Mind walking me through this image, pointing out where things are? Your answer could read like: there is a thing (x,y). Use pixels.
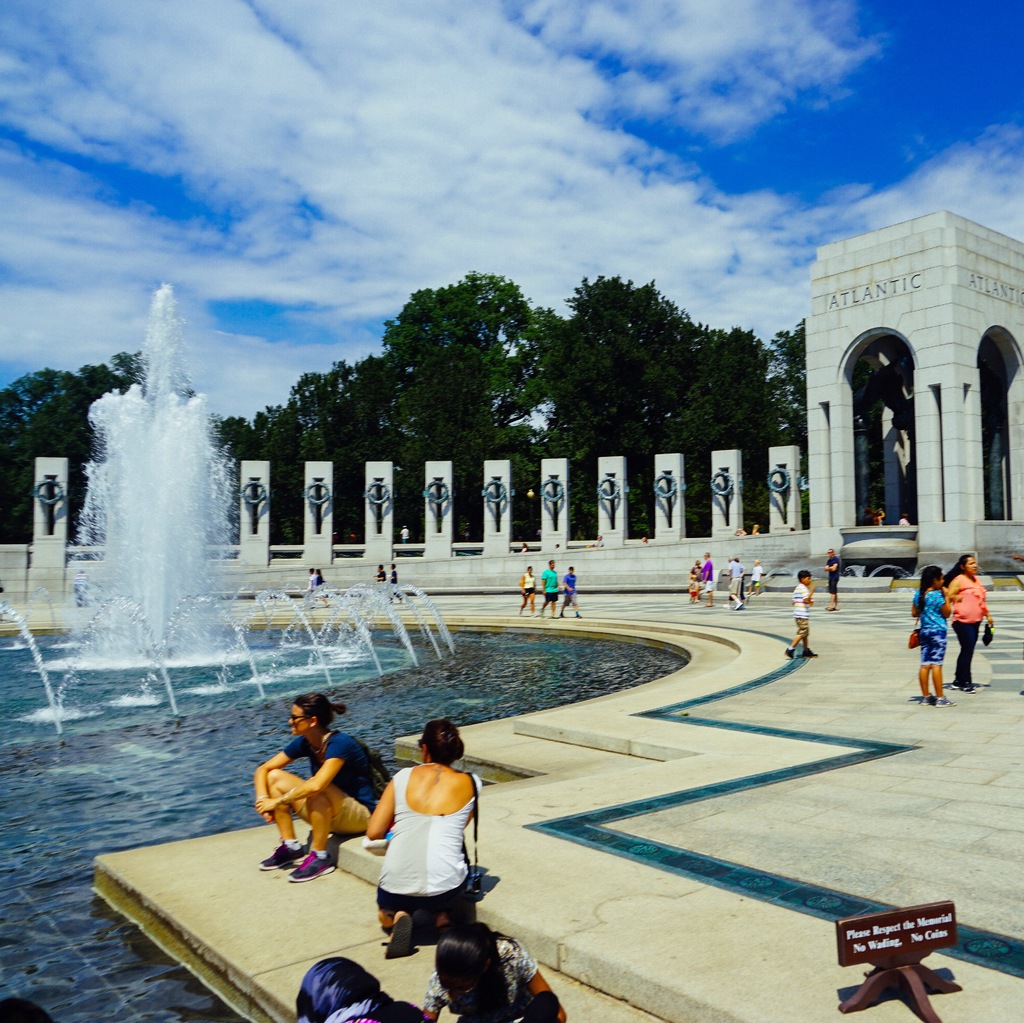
In this picture we can see some people (828,608) are standing, some people (703,591) are walking and some people (278,763) are sitting and a woman (419,826) is in squat position. Behind the people (405,825) there is a fountain (123,625), pillar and an arch (901,478). Behind the arch (932,327) there are trees (571,338) and the sky (580,40). On the right side of the people (450,880) there is an object (882,950) on the path (258,841).
